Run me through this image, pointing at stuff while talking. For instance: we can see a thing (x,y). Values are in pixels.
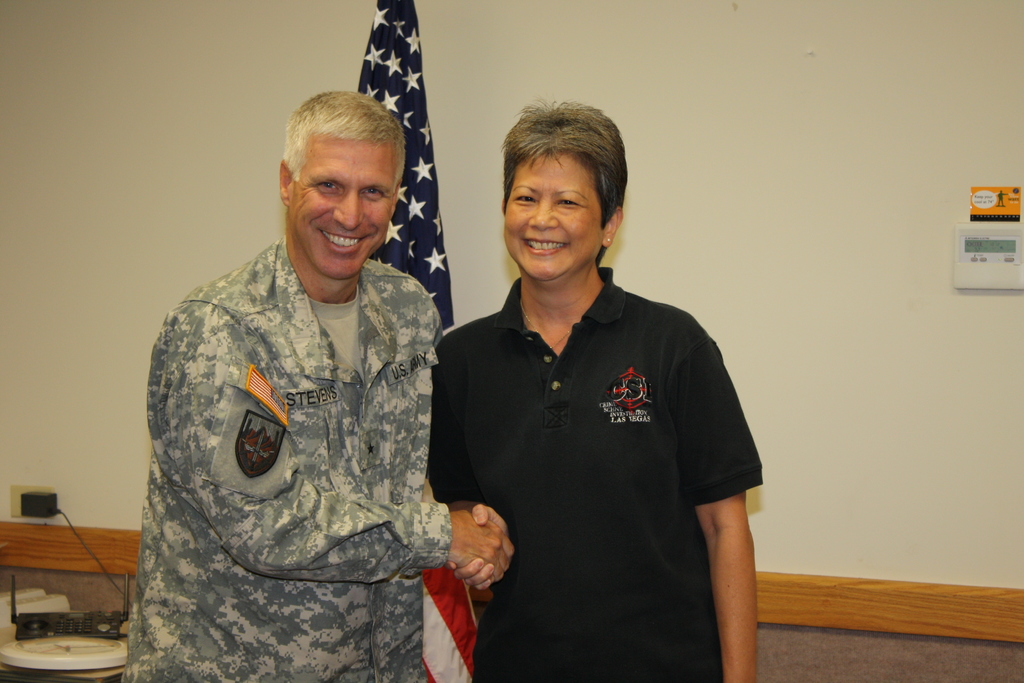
In this image there is a man (360,428) and woman (598,425) shaking their hands (480,524), in the background (64,660) there is a table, on that table (80,665) there are few objects (19,605) and a flag (417,186) and a wall (22,248).
